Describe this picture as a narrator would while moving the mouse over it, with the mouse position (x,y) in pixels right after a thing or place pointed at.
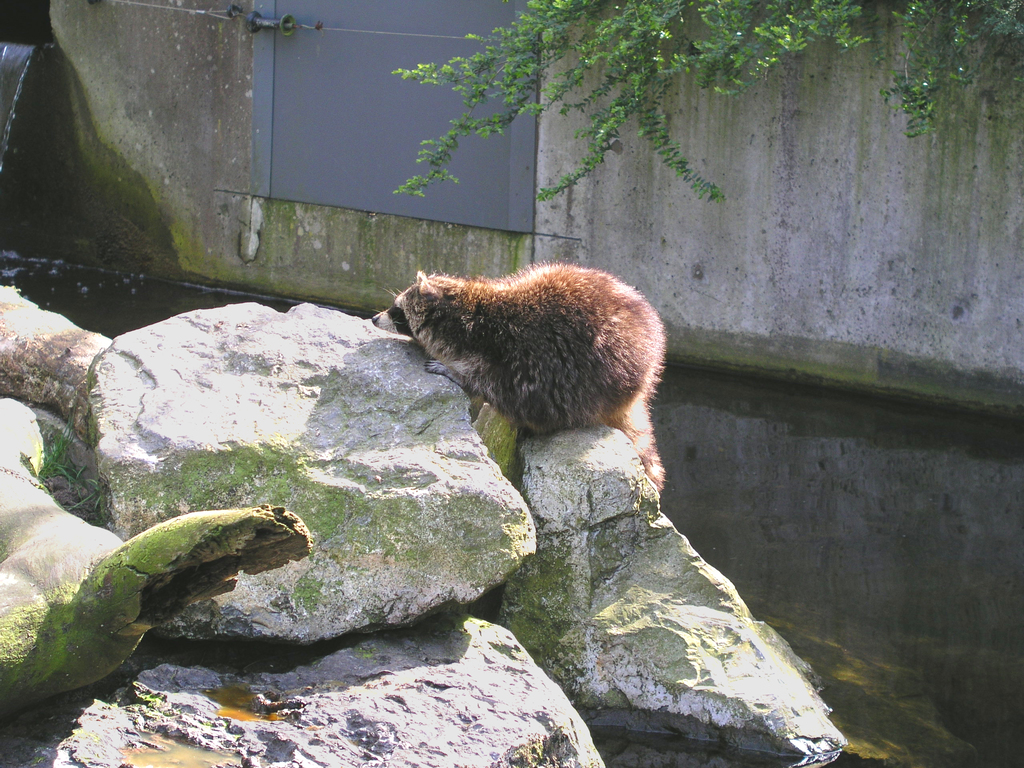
In this picture I can see on the left side (194,505) there are stones (558,597), in the middle (656,329) there is an animal (557,357), on the right side (850,458) there is water (856,550). In the background (740,269) there is a wall (670,179), at the top (606,95) there are trees (599,140).
